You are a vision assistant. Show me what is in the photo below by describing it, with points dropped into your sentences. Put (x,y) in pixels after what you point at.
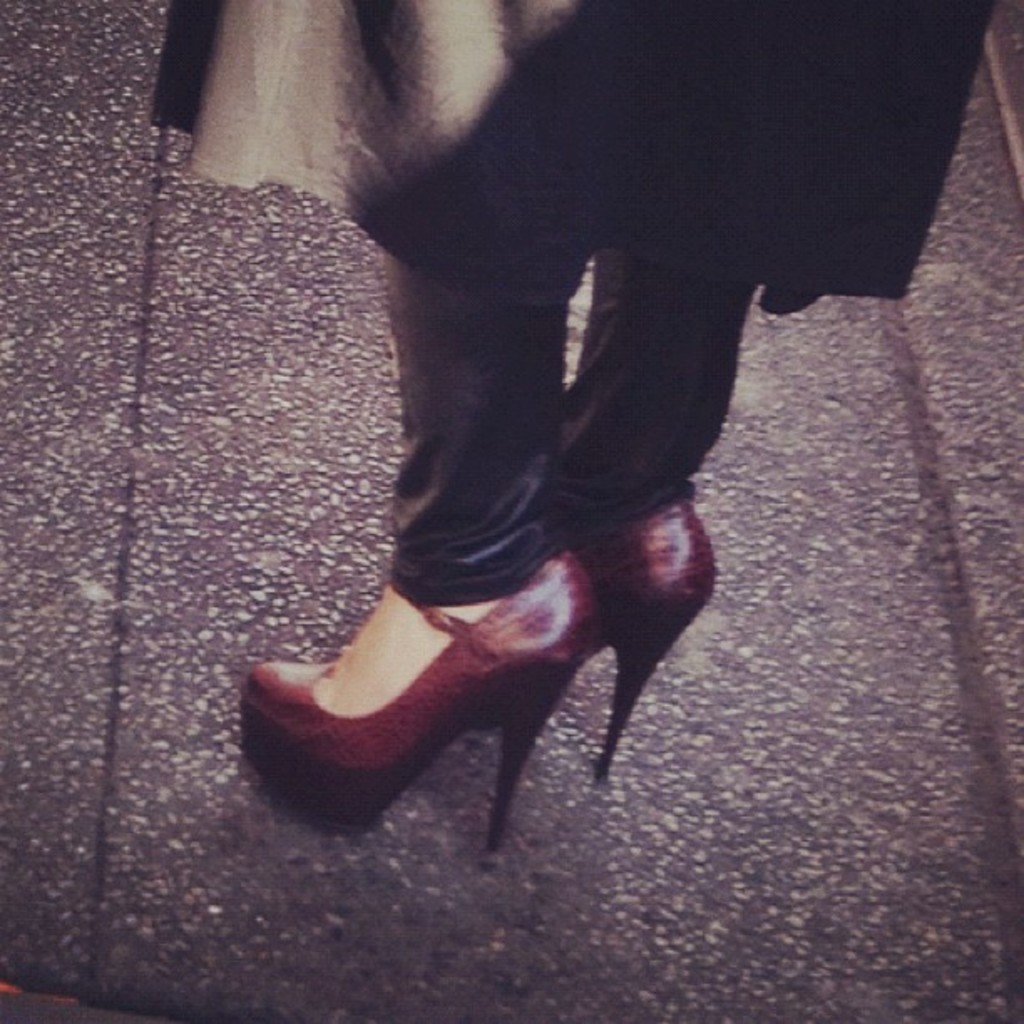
Here I can see a person's legs (506,539) wearing high heels (537,696) and standing on the road (787,906). This person (613,282) is wearing a black color dress (654,247).
